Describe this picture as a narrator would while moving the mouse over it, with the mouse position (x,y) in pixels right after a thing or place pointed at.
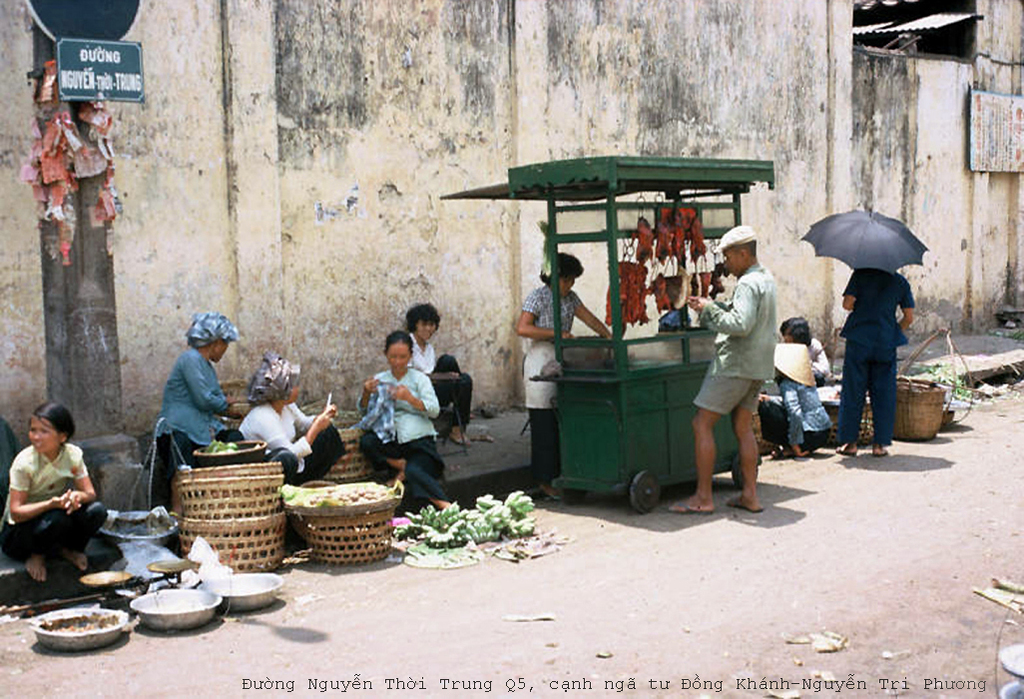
In the picture I can see people (412,353) among them some are standing and some are sitting. I can also see the person (884,327) on the right side (908,247) is holding an umbrella (918,243) and on the road (361,596) I can see vegetables (456,545), baskets (325,528) and some other objects (141,556). In the background (409,142) I can see a wall (377,142), pole (80,215) which has a board (81,87) and some other objects (98,152) attached to it.
